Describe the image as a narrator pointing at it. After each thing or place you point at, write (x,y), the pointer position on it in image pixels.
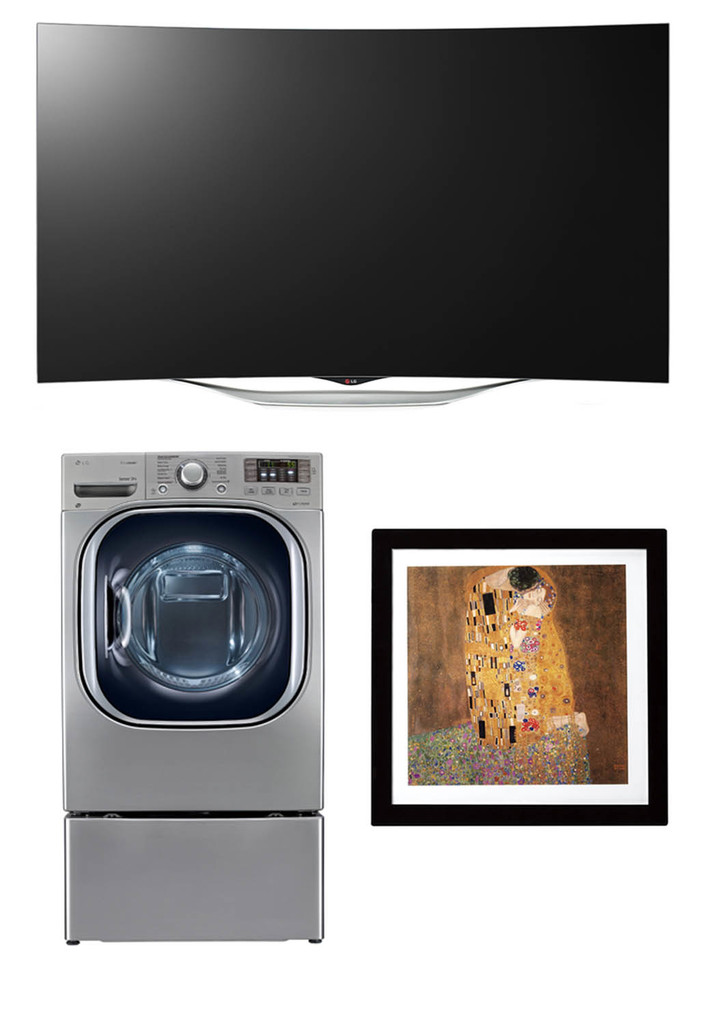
In the image we can see there is a LED tv (218,225), washing machine (252,665) and a photo frame (534,712).
